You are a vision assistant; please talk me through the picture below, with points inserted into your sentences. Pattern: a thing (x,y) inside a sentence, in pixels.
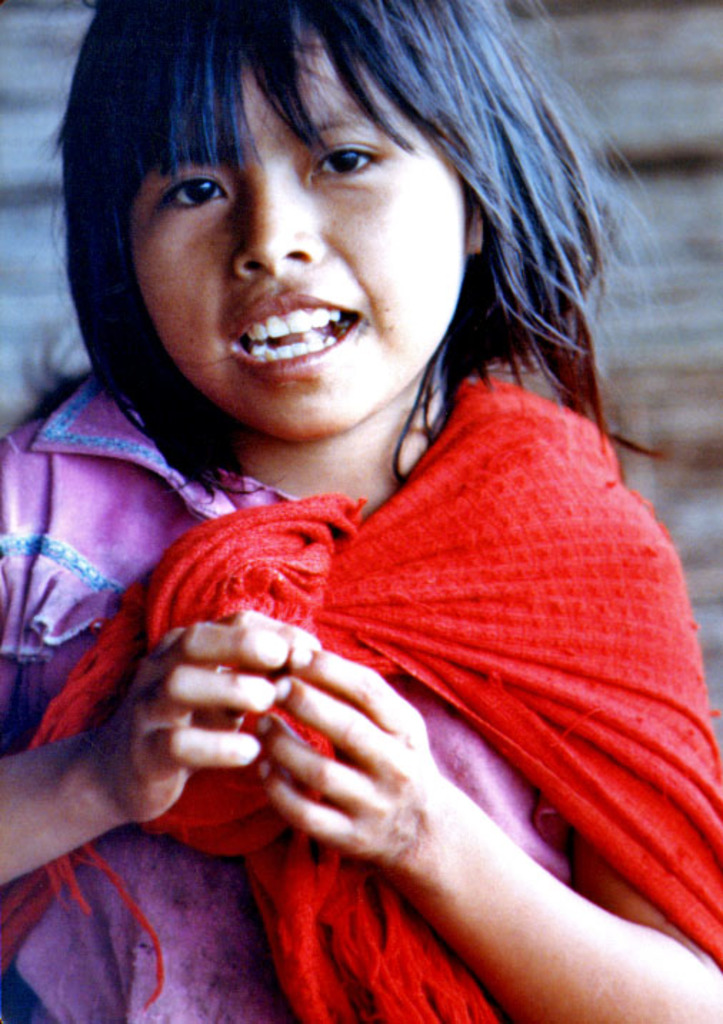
In the picture I can see a girl (561,915) and looks like she is speaking. She is wearing a pink color dress (165,522) and there is a red colored cloth (524,542).
